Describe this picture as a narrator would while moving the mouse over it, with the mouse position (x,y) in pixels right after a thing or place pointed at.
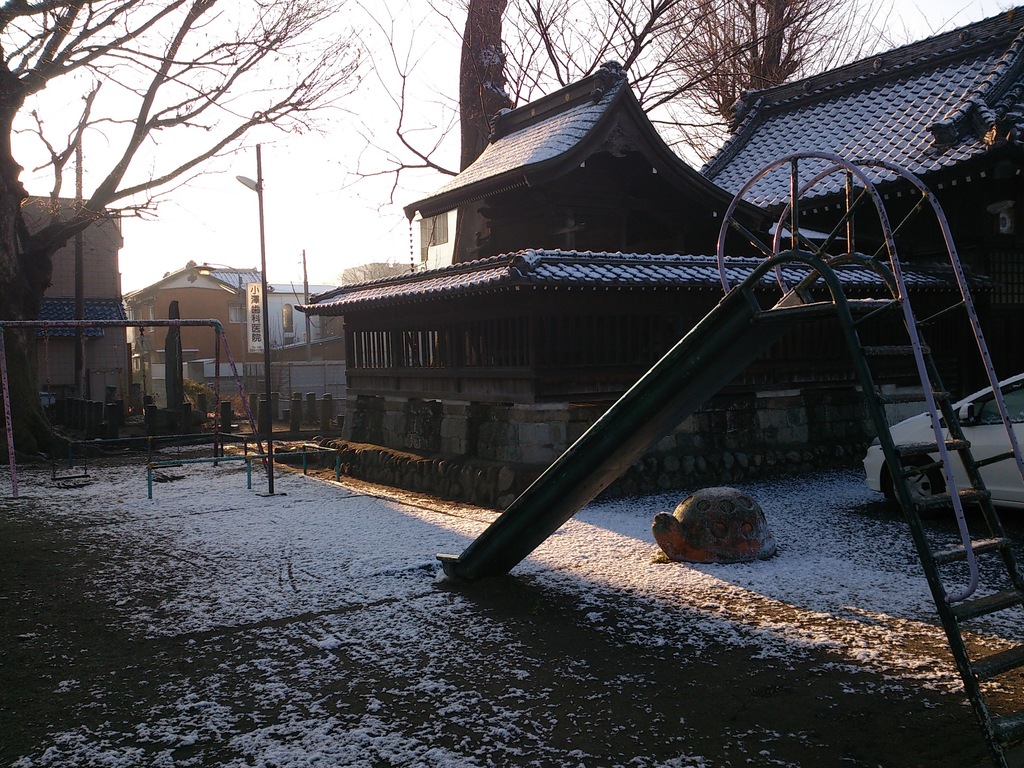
In this picture I can see buildings (482,277) trees (699,14) and a pole light (244,177) and I can see a car (996,484) parked and it looks like a tortoise (713,544) on the ground (685,620) and I can see snow (345,646) and a slider (972,315) and few cradles (266,464) on the left side (164,472) and I can see a cloudy sky (325,144).
